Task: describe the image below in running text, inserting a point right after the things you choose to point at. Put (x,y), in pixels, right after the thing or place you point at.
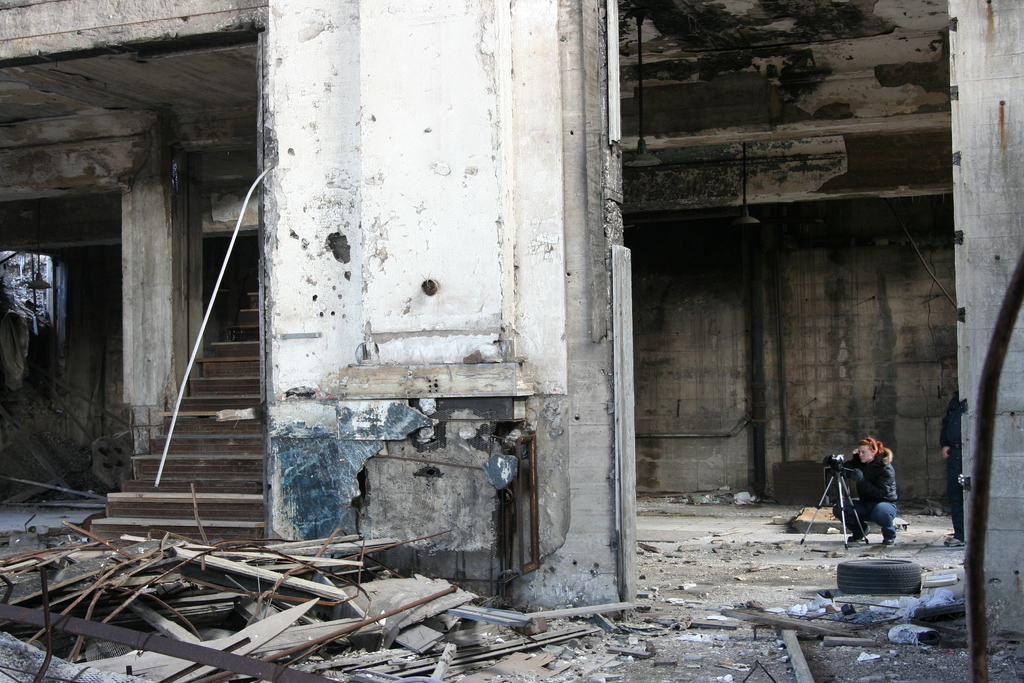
At the bottom of the picture (419,588), we see the wooden sticks (336,594) and rods (227,575). In the middle (396,321), we see a pillar (442,385). On the right side (870,482), we see a woman (873,448) is in squat position. In front of her, we see a camera stand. Beside her, we see a man (954,424) is standing. In front of them, we see the tyre (873,583) of the car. On the right side (1020,275), we see a pillar (978,355) and a rod (980,507). In the background (772,403), we see a building (472,142) which is damaged. On the left side (157,260), we see a pillar (173,330) and the staircase (199,436).
